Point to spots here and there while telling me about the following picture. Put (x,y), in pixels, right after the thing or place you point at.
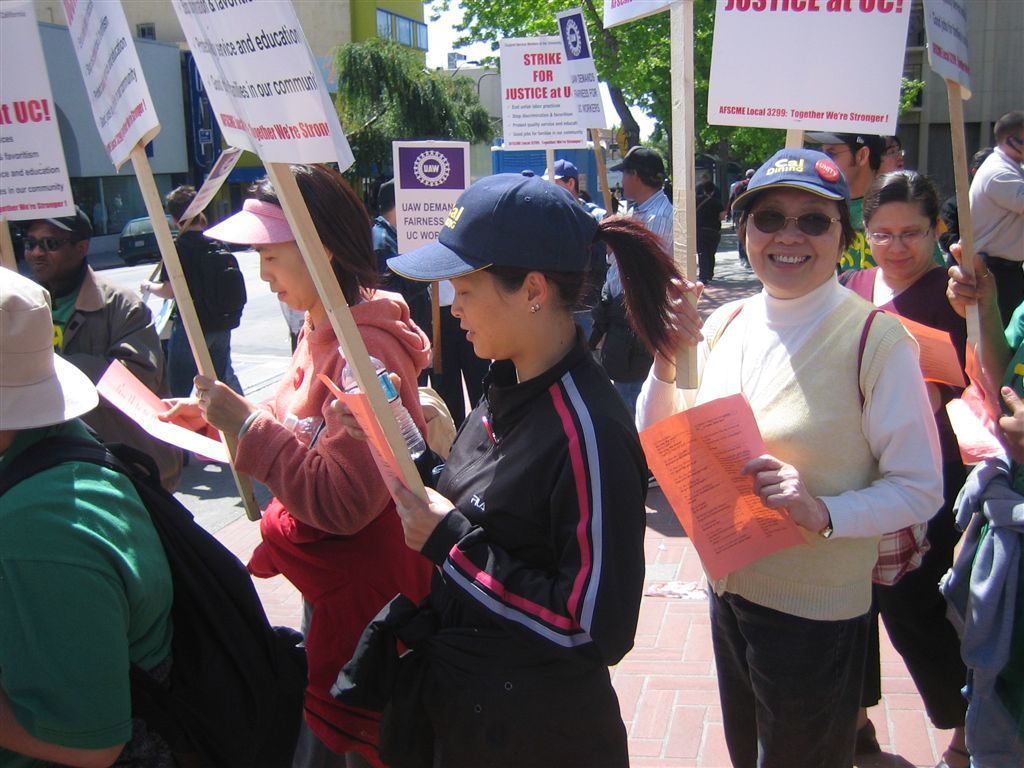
In the image we can see there are many people (338,378) standing, they are wearing clothes (189,282) and some of them are wearing a cap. This is a water bottle (407,428), stick (372,386), poster (255,83), floor (641,627), goggles (813,223), earring (536,306), trees (468,139), building (361,22), sky (438,39) and a vehicle (147,233) on the road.
